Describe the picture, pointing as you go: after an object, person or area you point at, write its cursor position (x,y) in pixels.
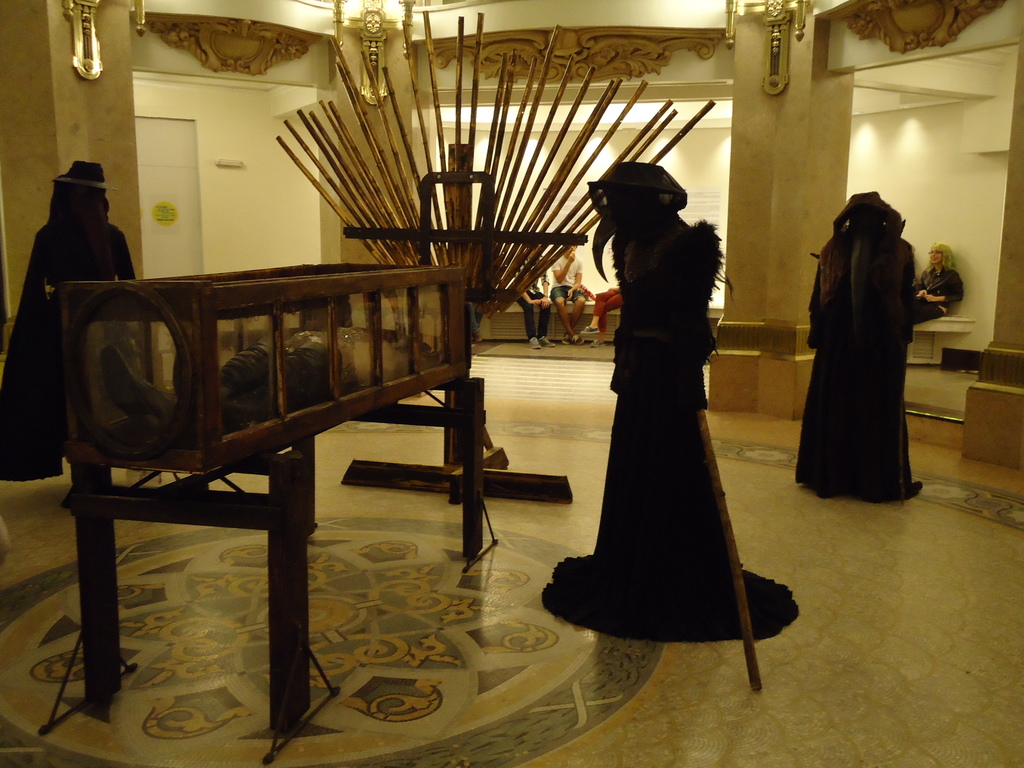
In this image I see 3 monuments (724,513) and a box (349,302) over here. In the background (724,312) I see the wall (1008,112), few people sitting over here and the lights (379,69).
